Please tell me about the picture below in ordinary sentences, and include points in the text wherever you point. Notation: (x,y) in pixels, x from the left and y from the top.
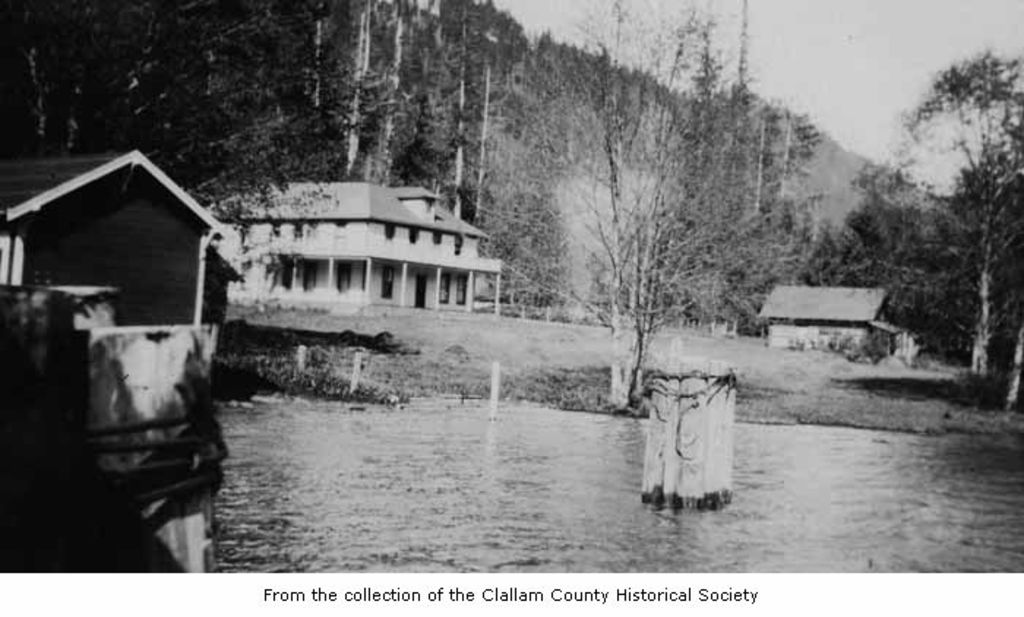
This picture consists of a poster (451,336) in the image, where there are houses (367,186), trees (740,313), and water (745,443) in the image.
